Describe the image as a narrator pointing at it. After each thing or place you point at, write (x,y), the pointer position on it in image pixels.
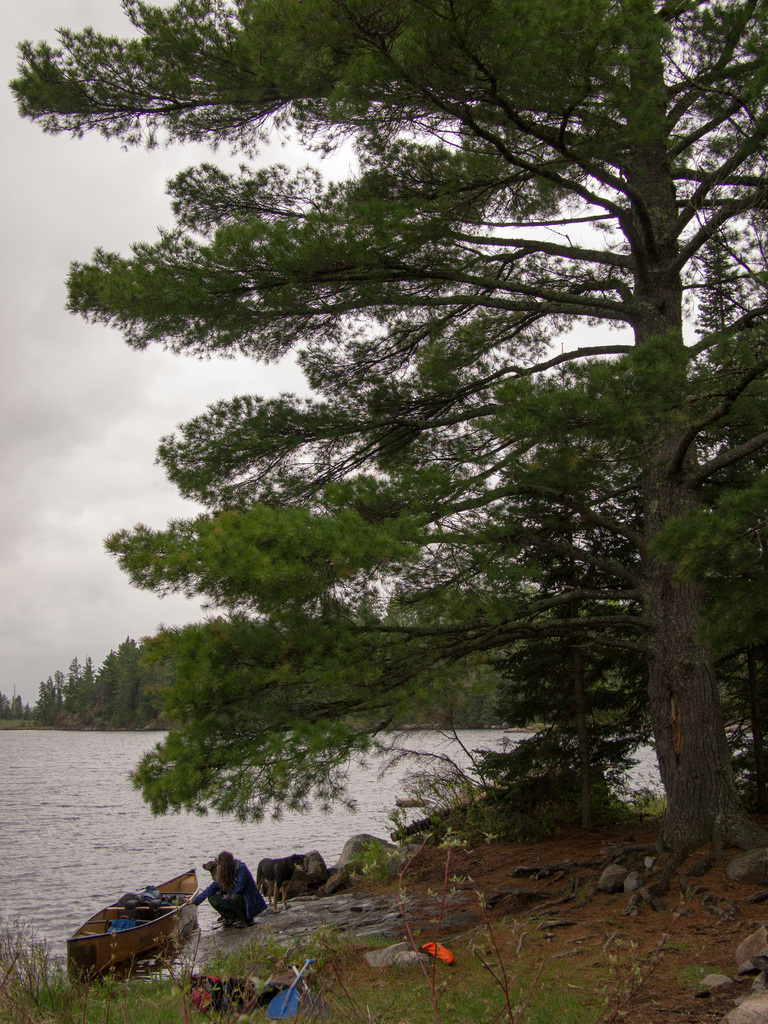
In this image a boat (109,914) is in the water (78,924). A person (244,911) is beside the boat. A animal (285,866) is standing on the land (320,901) having few trees (600,380), plants (591,740) on it. Bottom of image (275,1012) there are few objects (251,996) on the grass (353,1017). Left side (19,855) there is water (30,838). Top of image (20,340) there is sky (49,474).
